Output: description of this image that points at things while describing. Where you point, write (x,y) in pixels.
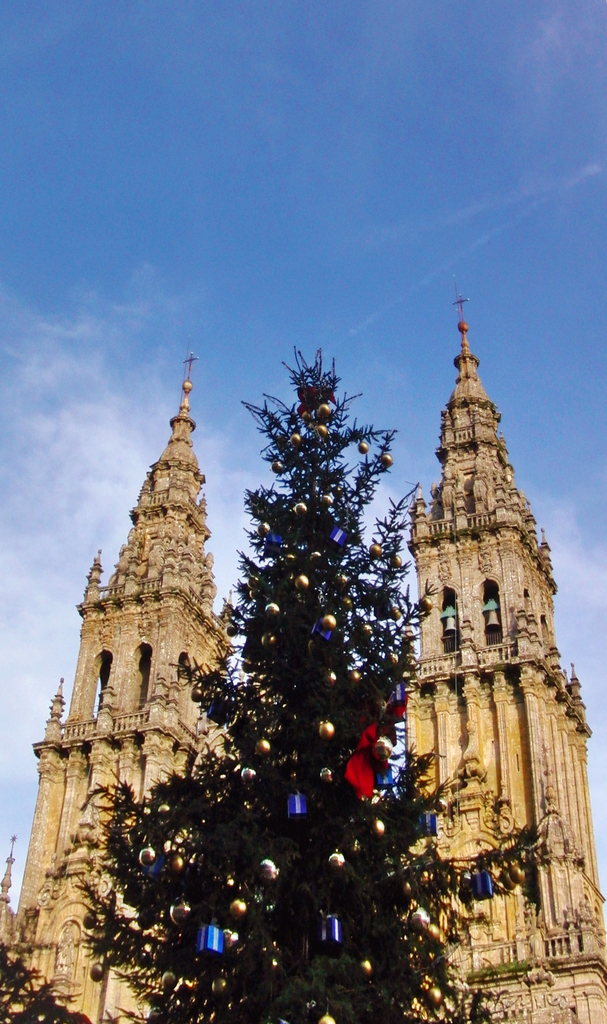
In this image there is a Christmas tree (281,783), in the background (224,638) there are churches (471,654) and the sky (546,351).
